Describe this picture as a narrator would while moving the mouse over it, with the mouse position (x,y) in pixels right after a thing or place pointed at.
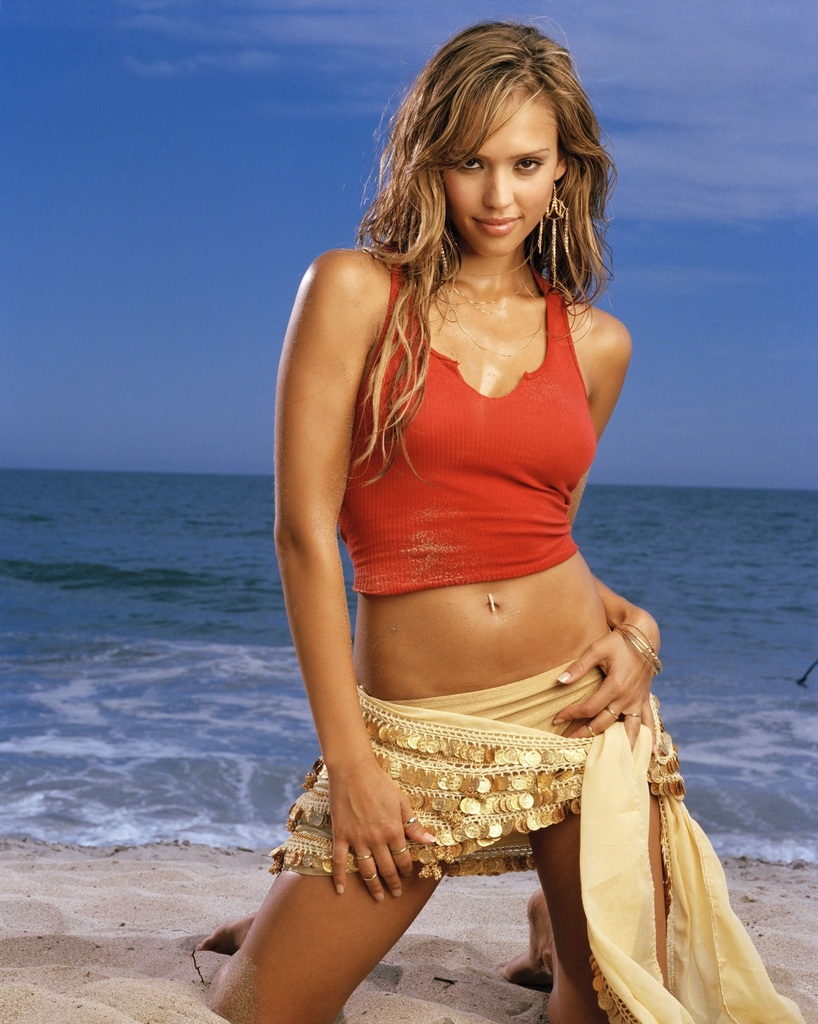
In the center of the image (453,381) we can see a lady (499,451). At the bottom (153,959) there is sand (163,965). In the background (66,615) there is a sea (155,625). At the top (132,201) we can see sky (257,146).
